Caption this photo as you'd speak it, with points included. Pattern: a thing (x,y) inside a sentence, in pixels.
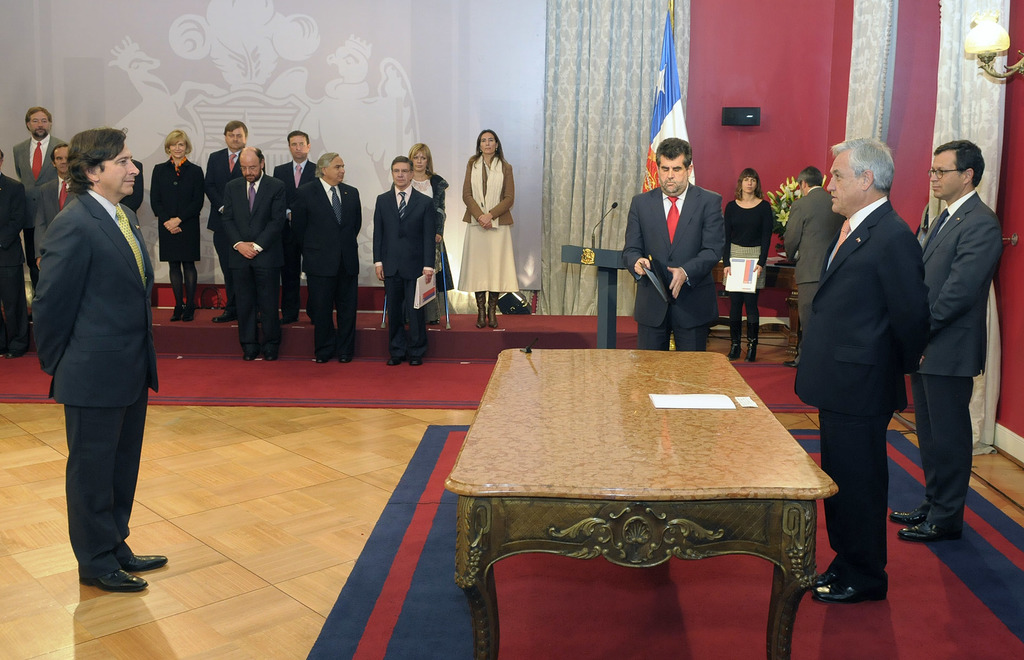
This is an inside view. Here I can see many people (704,275) standing on the floor (194,591). On the right side (698,374) there is a table (530,417) and a podium (604,324). On the table (639,430), I can see a paper (670,399). In the background (643,74) there is a flag (668,78) and also I can see few curtains (615,75) on the wall (785,77).
